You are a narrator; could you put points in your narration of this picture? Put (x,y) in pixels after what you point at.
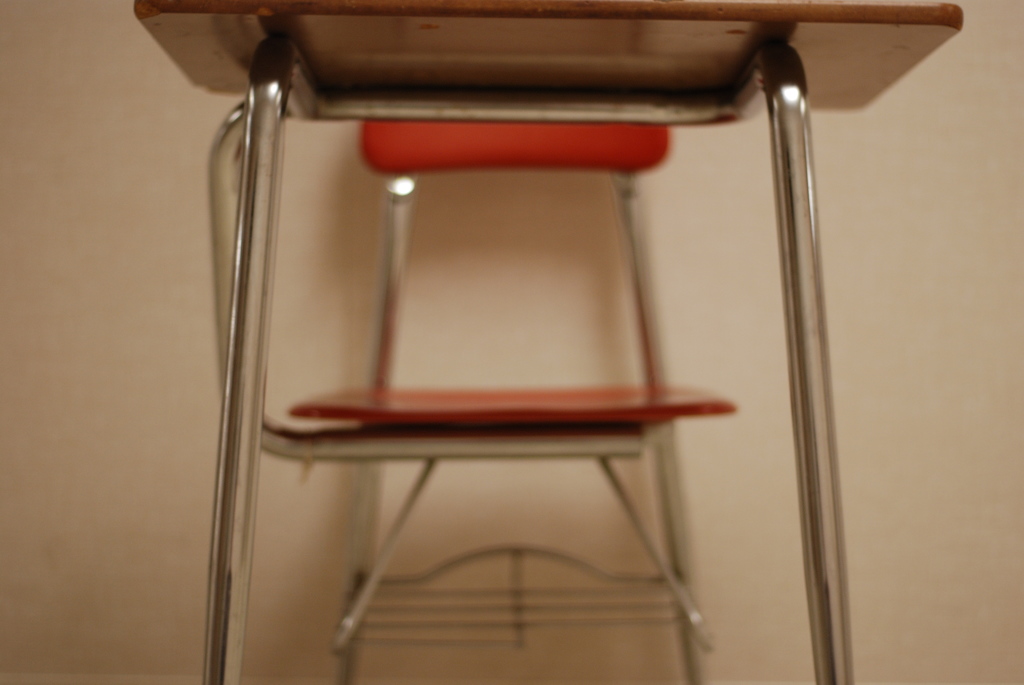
This picture is taken inside the room (765,481). In this image, in the middle (516,404), we can see a table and a chair (647,365). In the background (44,447), we can see a wall (682,377).
